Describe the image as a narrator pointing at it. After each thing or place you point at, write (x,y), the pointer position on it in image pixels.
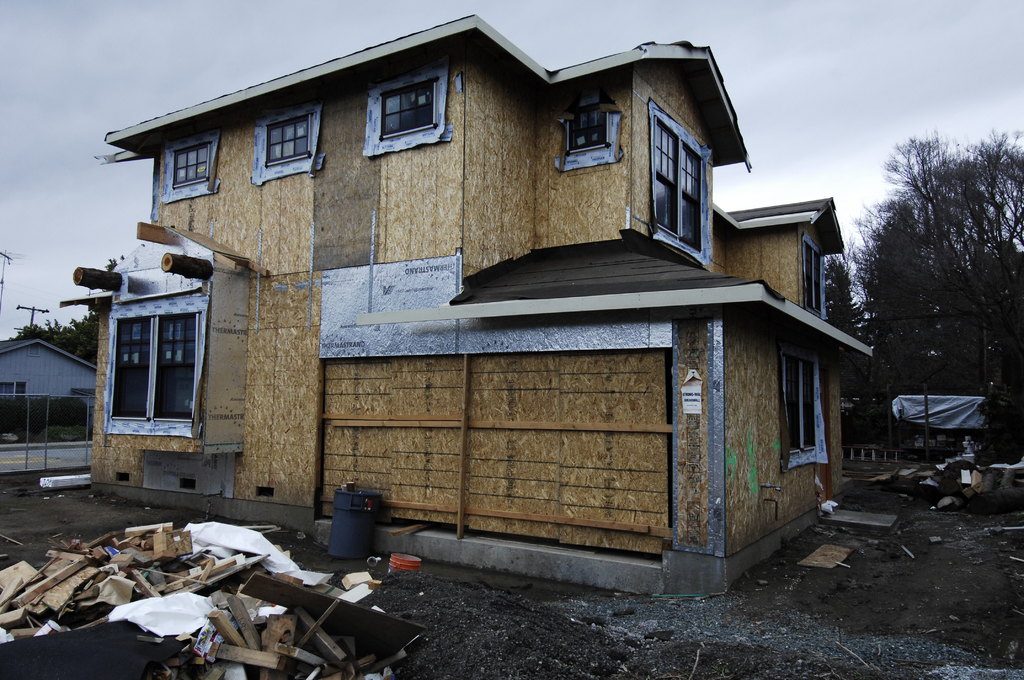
Here in this picture, in the front (407,331) we can see a house (354,200) with windows (121,357) present over a place and behind that we can see other houses (74,370) present and we can see plants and trees (77,325) present and we can see some part of ground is covered with dirt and we can see some wooden pieces (232,631) present and we can see the sky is cloudy.
